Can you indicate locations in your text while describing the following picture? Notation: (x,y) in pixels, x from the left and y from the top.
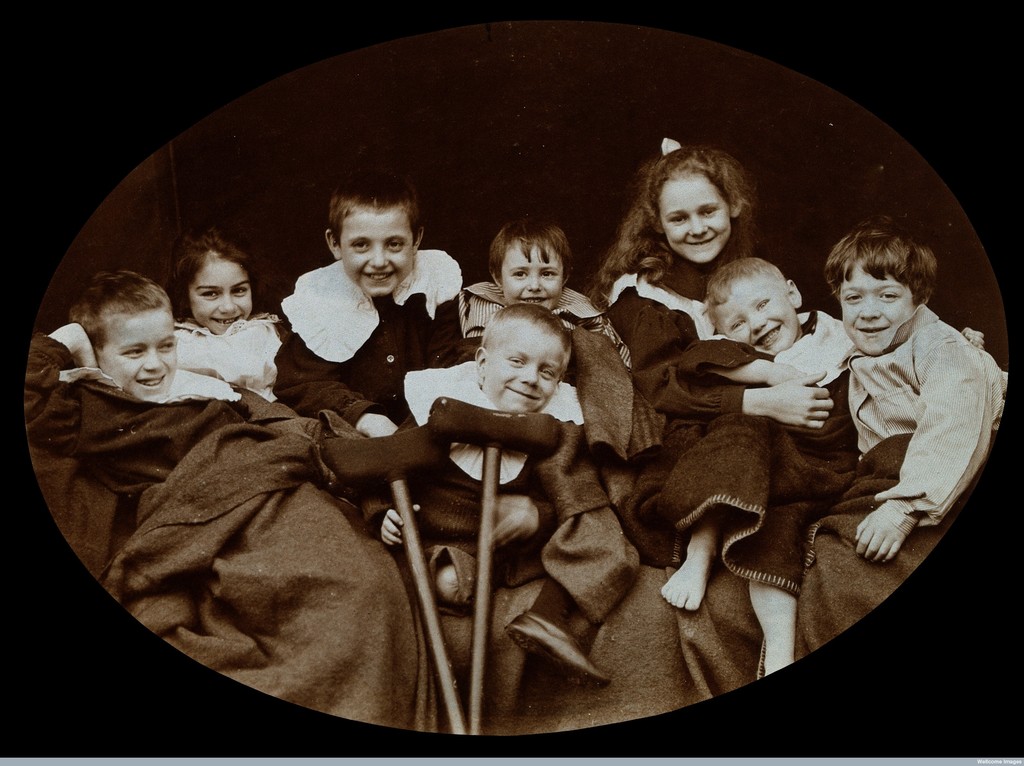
There are group of children (215,323), smiling and sitting on an object (727,614). The background (808,113) is dark in color.
